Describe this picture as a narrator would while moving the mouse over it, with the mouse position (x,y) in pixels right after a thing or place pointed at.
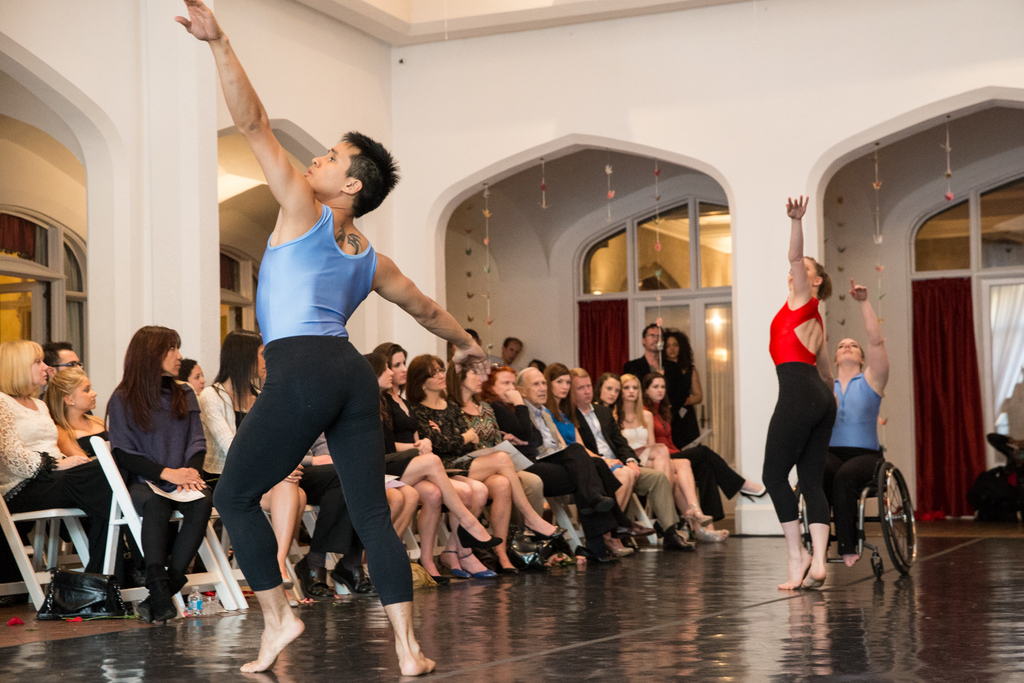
In the image we can see there are many people (472,471) they are wearing clothes (288,452), they are sitting and some of them are standing. This is a floor (678,616), wheelchair (896,503), handbag (77,587), water bottle (191,599), curtains (917,392) and this is a wall (418,97). We can see there are three people (820,379) dancing and these are the lights (722,321).
